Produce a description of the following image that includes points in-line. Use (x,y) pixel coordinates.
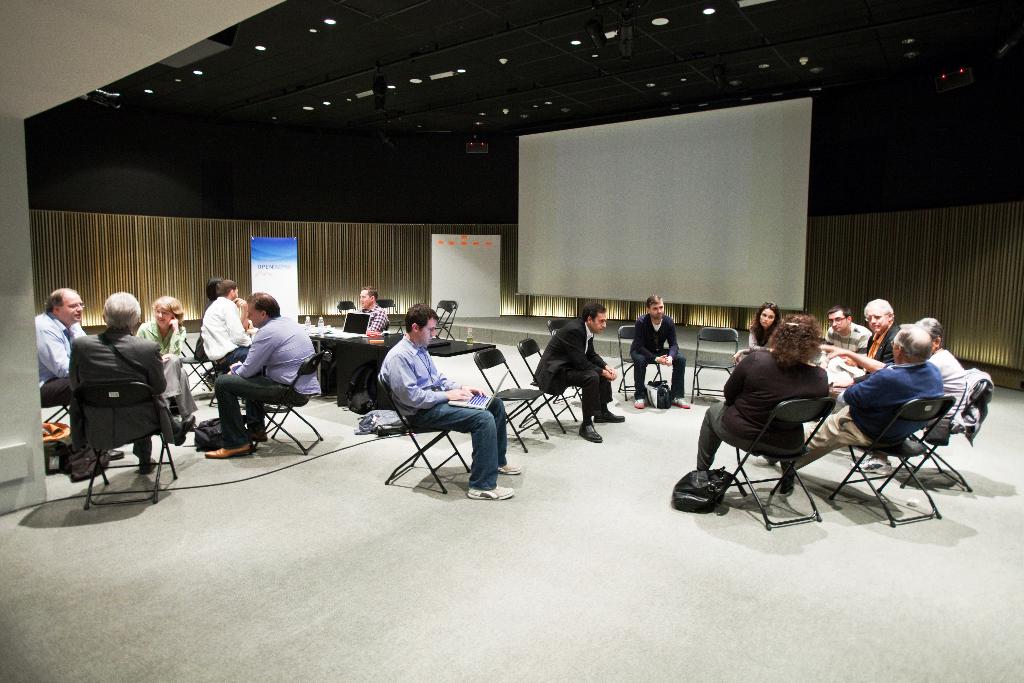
The image is taken inside a hall (405,491). There are many people (269,372) sitting on a chair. In the center of the room (542,302) there is a screen (557,222). To the left side of the image (286,335) there is a board (272,253) and the women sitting on the chair (738,461) is listening to the man (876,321) who is sitting beside her. The man (488,489) in the center (390,356) is working on a laptop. There are lights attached to the roof (653,83).
